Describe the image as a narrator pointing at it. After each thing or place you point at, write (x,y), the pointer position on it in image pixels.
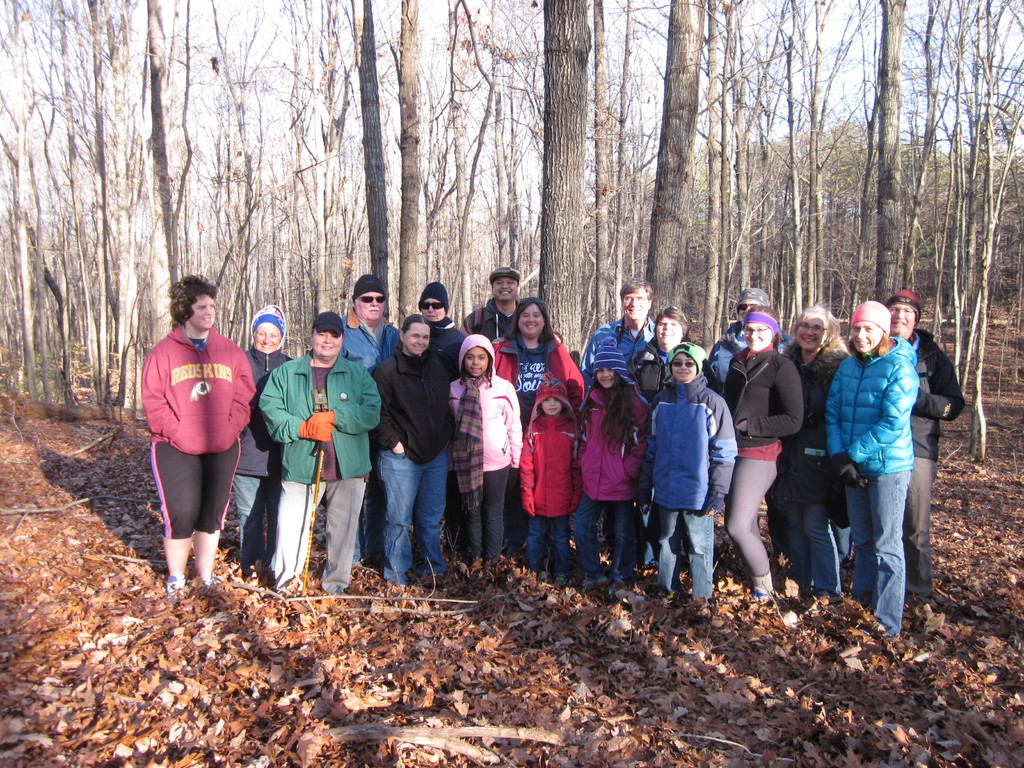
This image is clicked outside. There are trees (453,209) in the middle (473,306). There are so many persons (557,448) in the middle (584,461). There are leaves (597,701) at the bottom (698,728). There are men (371,452), women (368,423) and children (555,569).
